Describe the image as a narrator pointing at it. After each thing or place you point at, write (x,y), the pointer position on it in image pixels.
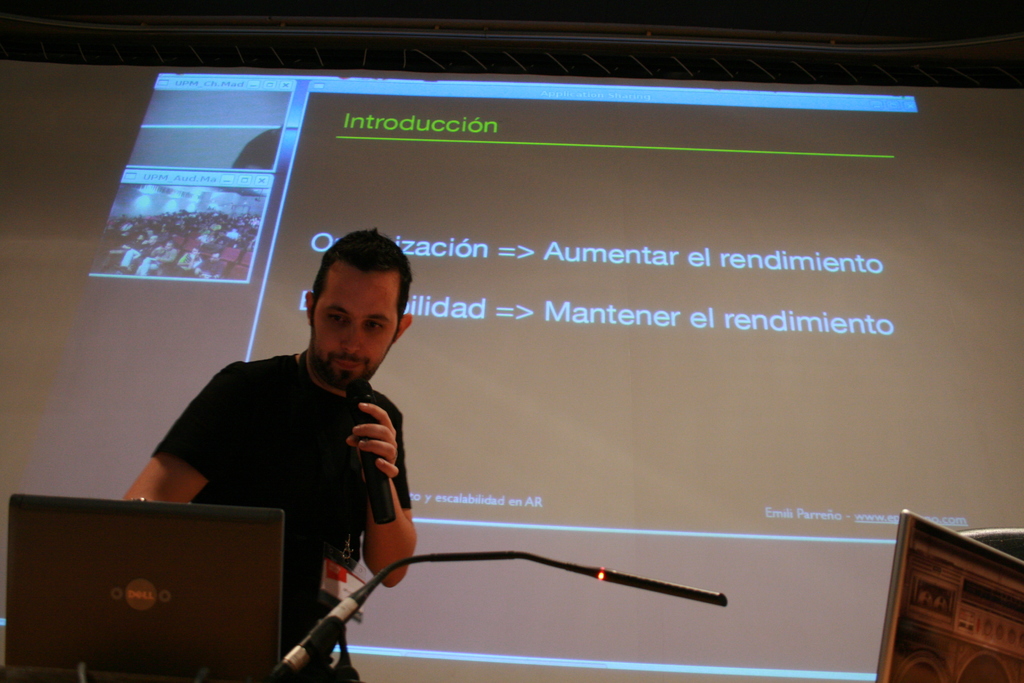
On the left side of the image (326,490) there is a person (337,395) holding the mike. In front of him there is a laptop (275,652) and a microphone (692,590). On the right side of the image (971,637) there is some object (973,595). In the background of the image (702,401) there is a screen (637,388).
